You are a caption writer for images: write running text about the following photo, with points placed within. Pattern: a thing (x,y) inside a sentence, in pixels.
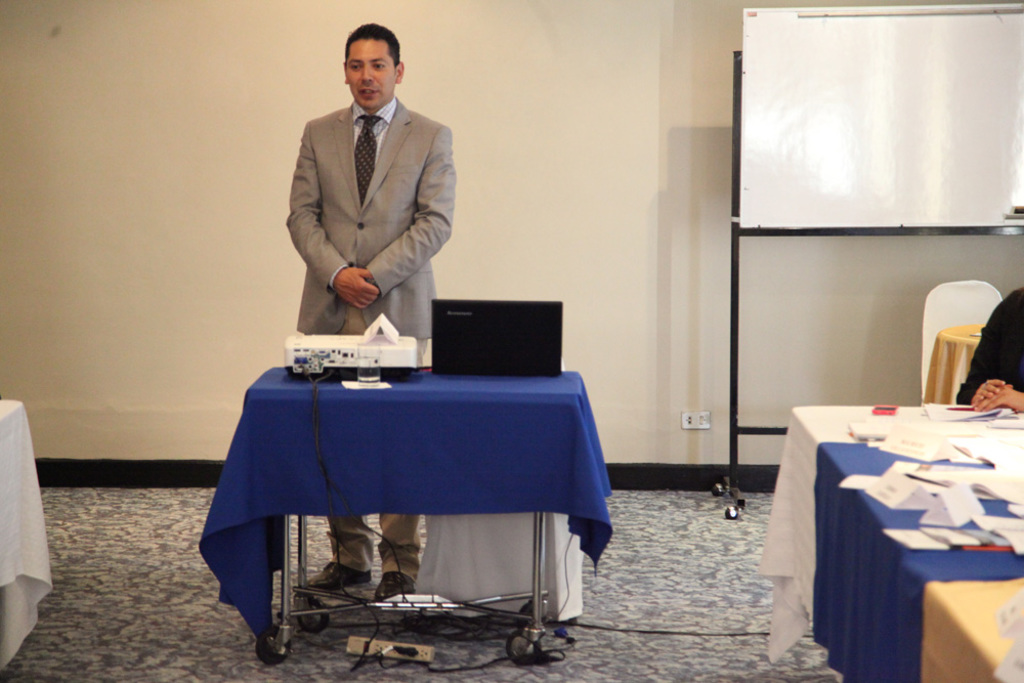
In the image there is a man (340,272) in grey suit (375,245) standing in front of table (364,439) with laptop (434,363) and projector (393,341) on it, on the right side (923,154) there is a white board (786,192) on a stand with a table (901,563) and papers (939,512) over it and a person (976,385) sitting in front of it and in the background (630,123) there is a wall (166,184).
